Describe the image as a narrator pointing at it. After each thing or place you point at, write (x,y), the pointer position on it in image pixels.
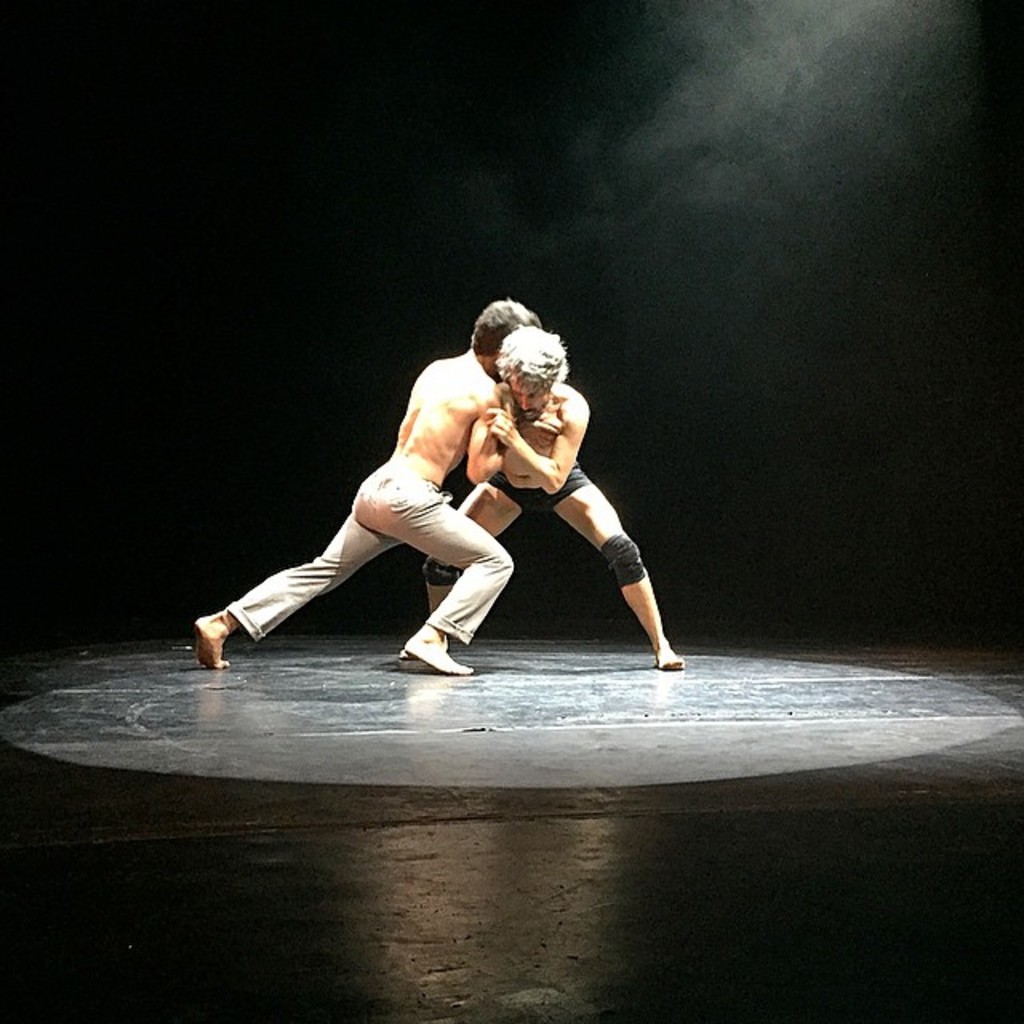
In this image there is a wooden floor (692,829) towards the bottom of the image (623,817), there are two men (472,619) wrestling, the background of the image (442,294) is dark, there is a light ray (661,227) towards the top of the image (682,175).
